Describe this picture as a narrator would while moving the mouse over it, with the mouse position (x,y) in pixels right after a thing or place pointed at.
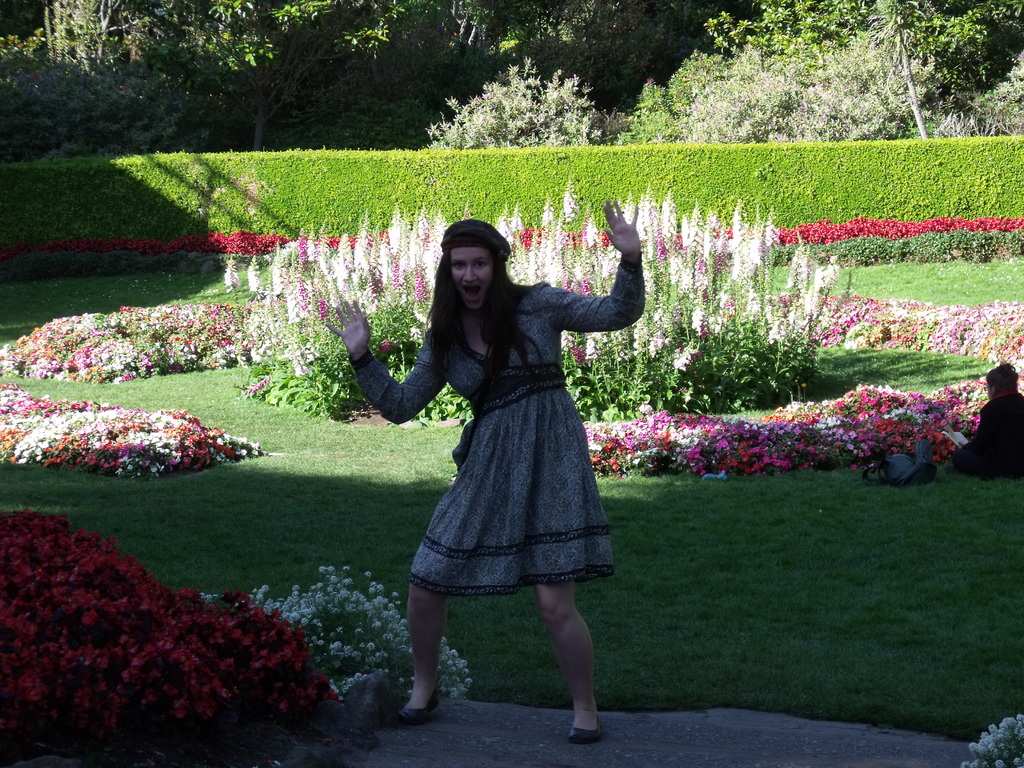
In this image there is a woman (484,469) standing on a floor (549,767), in the background (864,629) there is a garden (926,522) in that there are flower plants (751,359) and trees (911,69), there is a woman (1009,437) sitting in the garden (961,494).
